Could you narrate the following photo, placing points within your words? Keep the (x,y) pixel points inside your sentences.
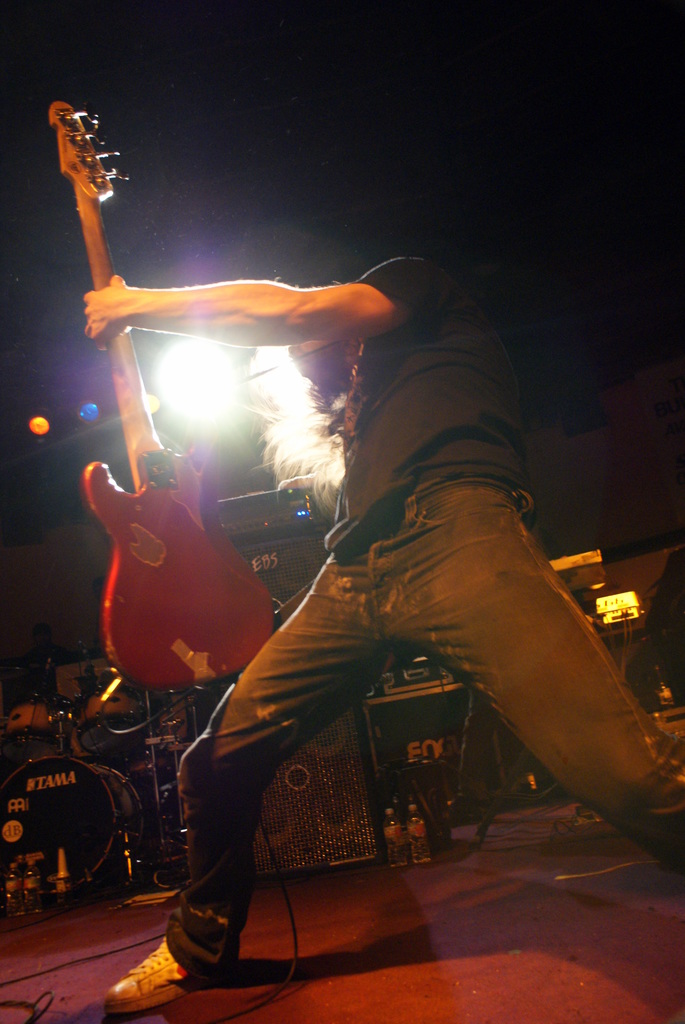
This person (435,508) is standing and holding a guitar (153,526). On top there are focusing lights (188,386). These are musical instruments (82,787). This is speaker (302,800).
